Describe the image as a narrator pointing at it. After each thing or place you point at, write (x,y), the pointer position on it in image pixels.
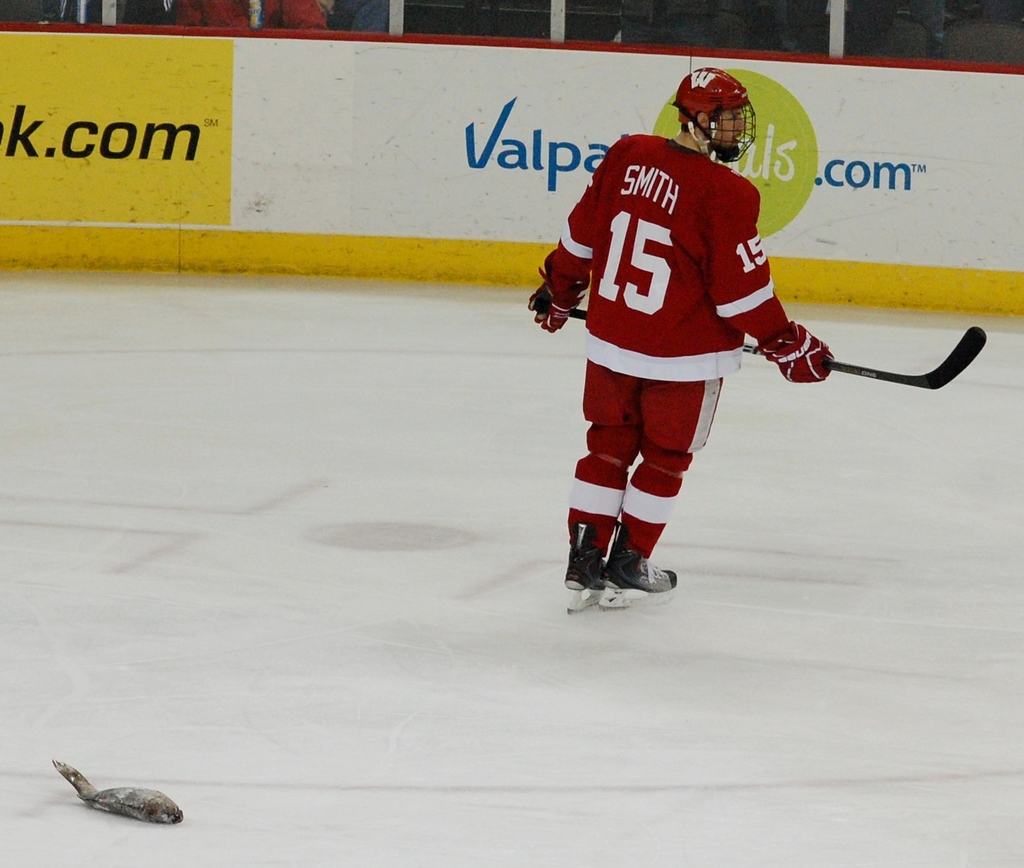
This is a playing ground (236,581). Here I can see a person (657,355) wearing a sports dress (670,329), holding a hockey stick (832,363) in the hand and standing on the floor (664,646) by looking at the right side (1002,707). On the left bottom of the image (121,796) I can see an object (137,797) on the floor (193,830). In the background (306,156) there is board (264,137) on which I can see some text (132,149).
